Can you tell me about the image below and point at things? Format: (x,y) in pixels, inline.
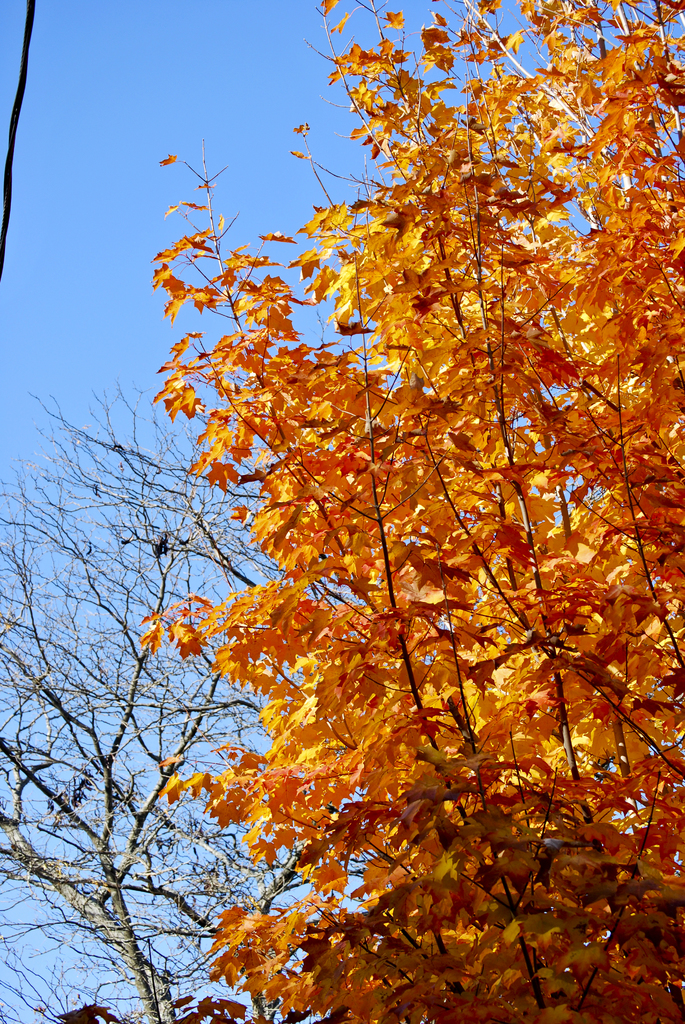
In this image I can see a tree (501,355) which is in brown color. Background (244,41) I can see sky (142,205) in blue color.
